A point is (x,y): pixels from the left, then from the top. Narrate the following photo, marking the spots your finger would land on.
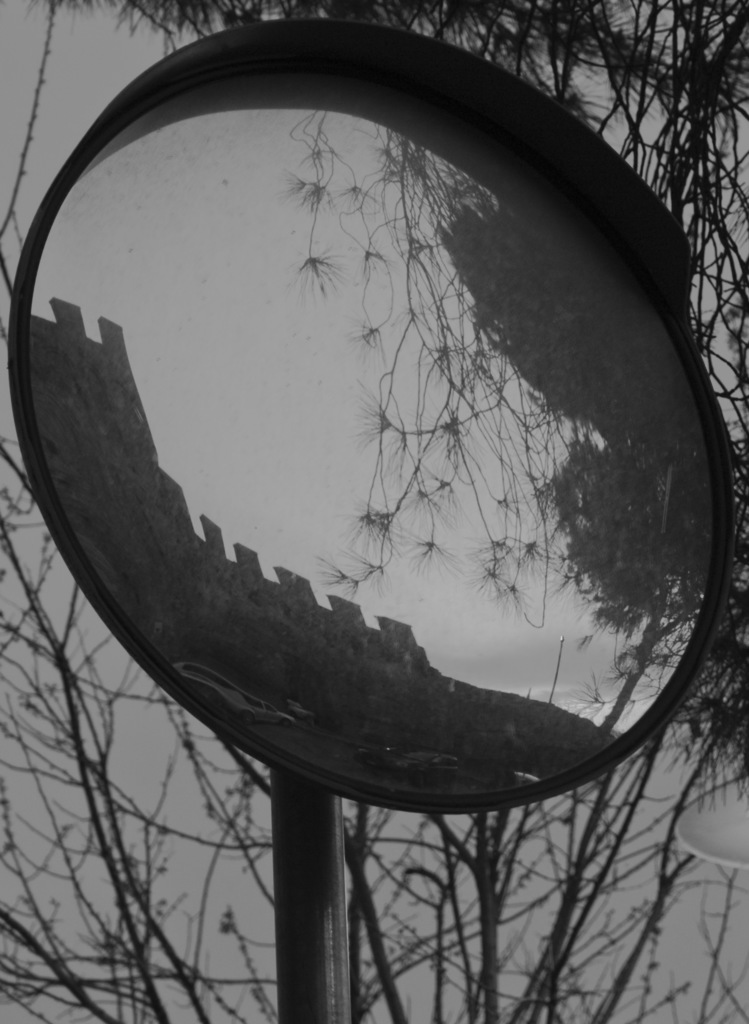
This is a black and white pic. We can see an object (284,646) on a pole (316,846) and in the background (101,840) we can see branches (739,654) of the trees (497,853).
